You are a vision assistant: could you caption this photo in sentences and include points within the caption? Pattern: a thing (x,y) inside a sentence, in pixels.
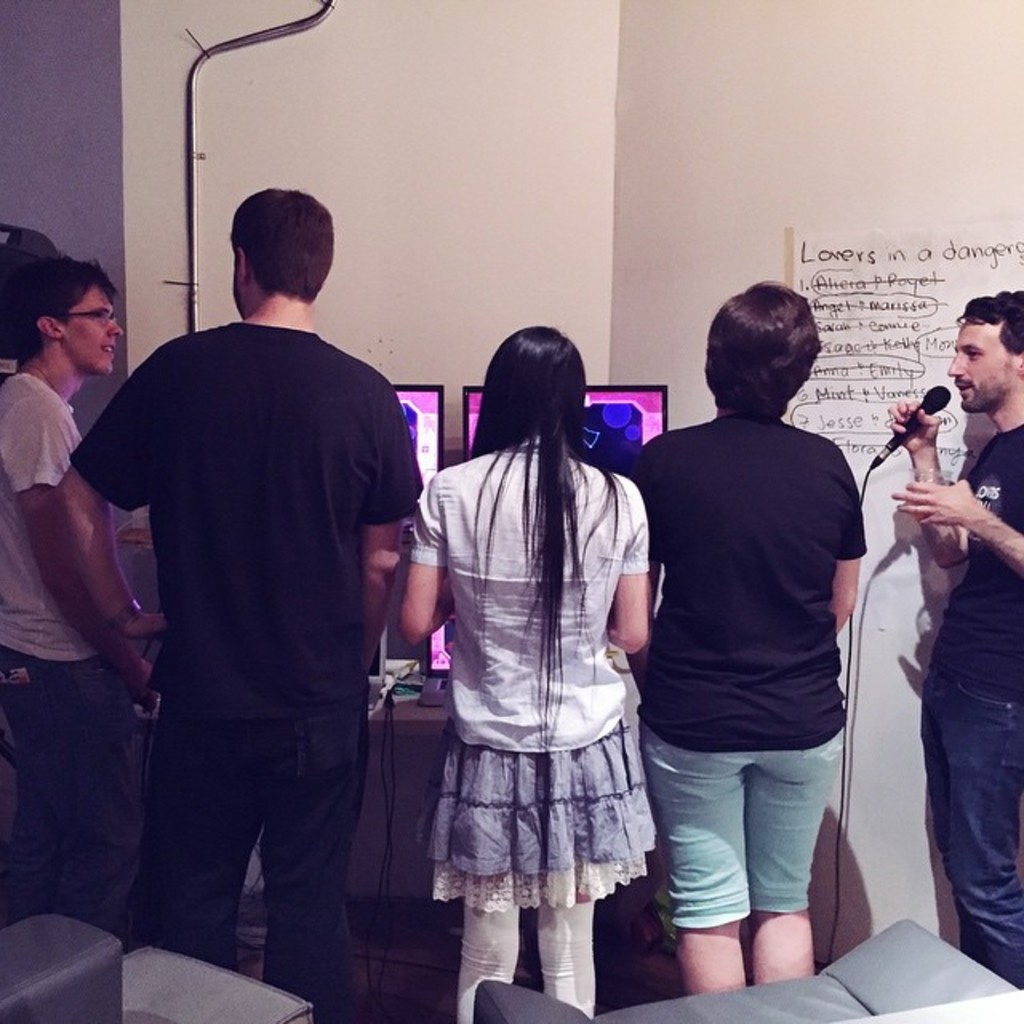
In this image there are people (758,542) who are looking at the screen (624,414) which is in front of them. At the background (480,163) there is wall (439,147) and poster (924,308). To the right side (976,573) there is a man (977,555) who is speaking with the mic (939,407).
